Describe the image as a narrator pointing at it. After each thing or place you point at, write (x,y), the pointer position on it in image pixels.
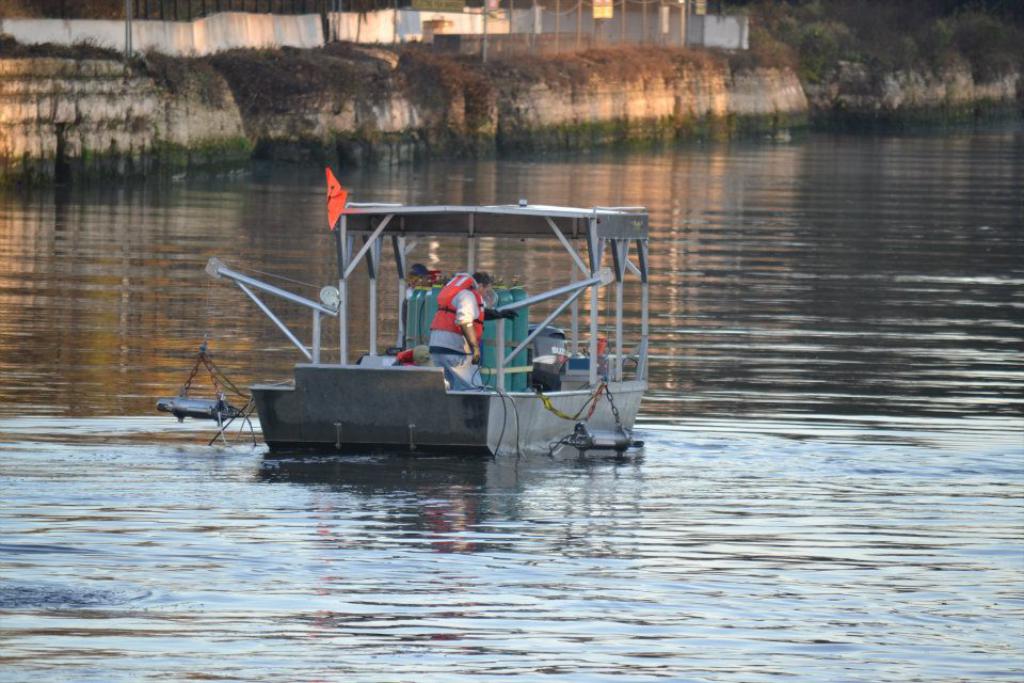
In this image we can see some people (471,374) standing in a boat (467,430) which is on the water (608,575). On the backside (202,73) we can see a wall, poles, a fence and a group of trees (831,17).
